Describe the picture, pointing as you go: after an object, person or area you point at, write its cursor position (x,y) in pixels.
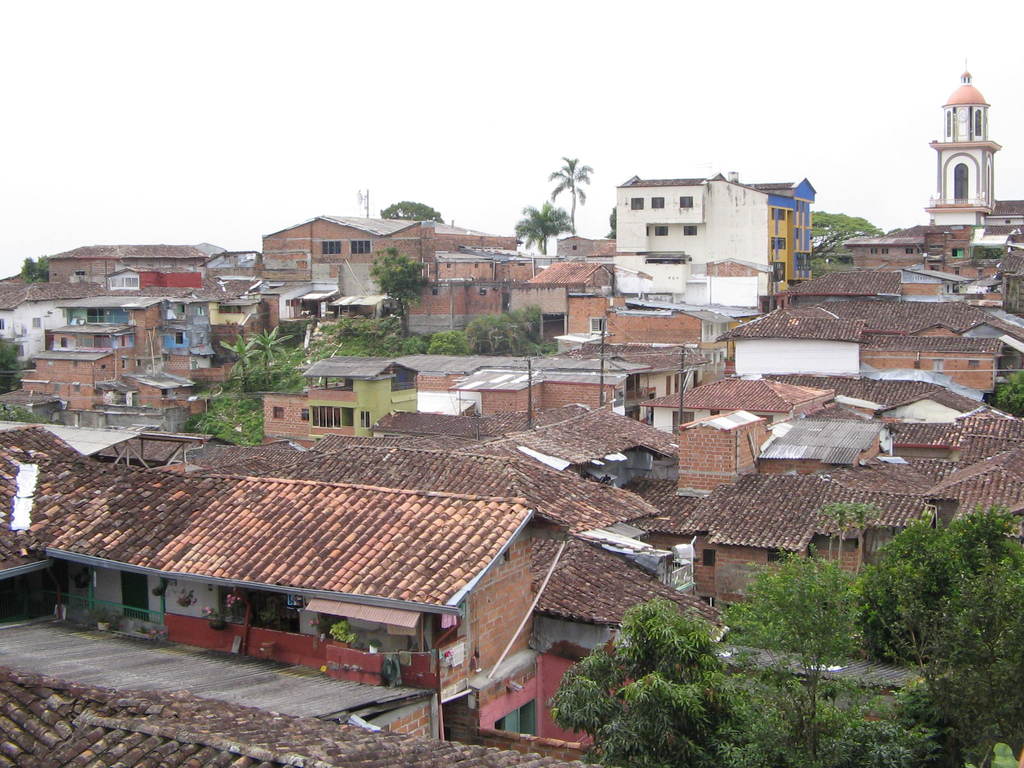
This picture is clicked outside. On the right corner (889,634) we can see the trees (775,737). In the center (674,507) we can see the houses (952,475) with the red rooftops (380,566). In the background (940,178) there is a sky (414,101), tower (966,141), trees (614,236), buildings (666,264) and houses (181,315).
